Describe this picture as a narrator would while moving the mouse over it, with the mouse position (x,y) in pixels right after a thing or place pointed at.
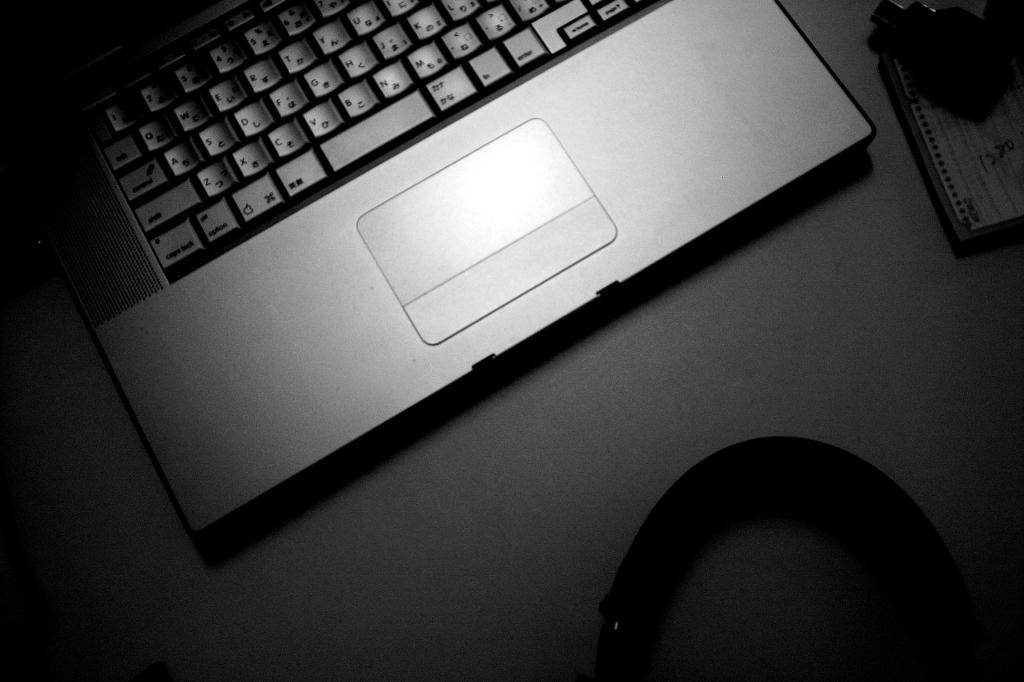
In the center of the image (603,241) there is a laptop (420,201) placed on the table (394,460).
